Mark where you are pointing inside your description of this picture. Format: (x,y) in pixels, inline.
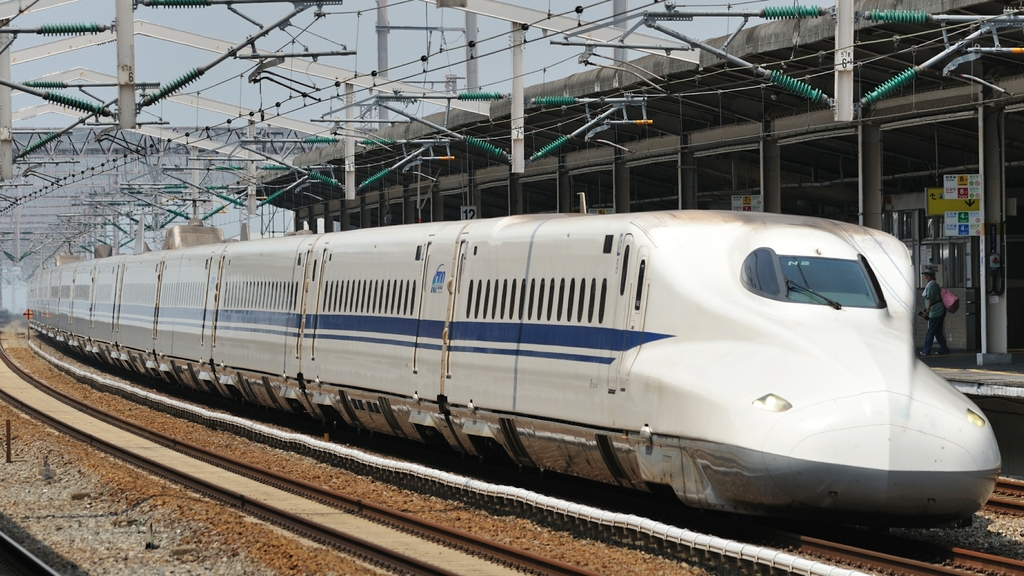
In this image there is a train (479,399) on the rail track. Behind the train (533,265) there is a station (405,191) having a platform (962,359). A person (925,340) is walking on the platform (1014,360). Top of image (292,171) there are few metal rods (358,187) having few wires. Behind it there is sky (369,21).
